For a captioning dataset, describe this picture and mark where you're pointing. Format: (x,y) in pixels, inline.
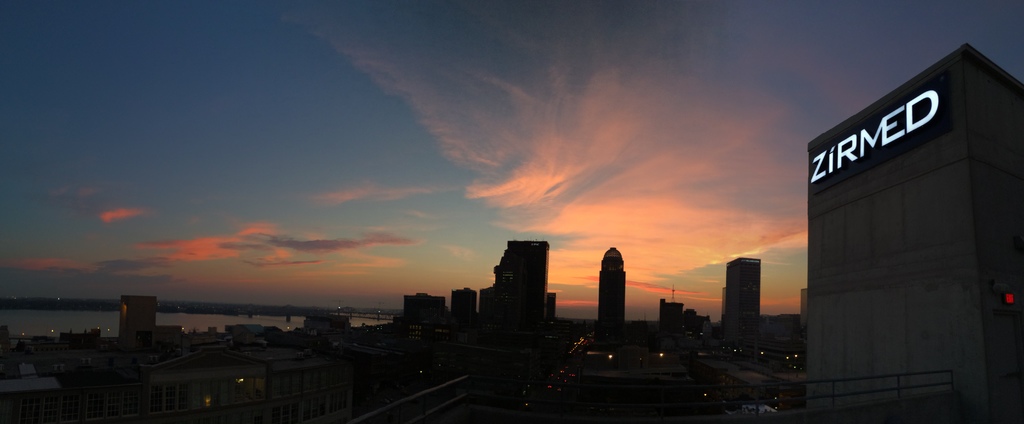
In this image we can see there are buildings (317,380). On the left side of the image (97,312) there is a river (265,319). In the background (382,152) there is a sky (728,120).
